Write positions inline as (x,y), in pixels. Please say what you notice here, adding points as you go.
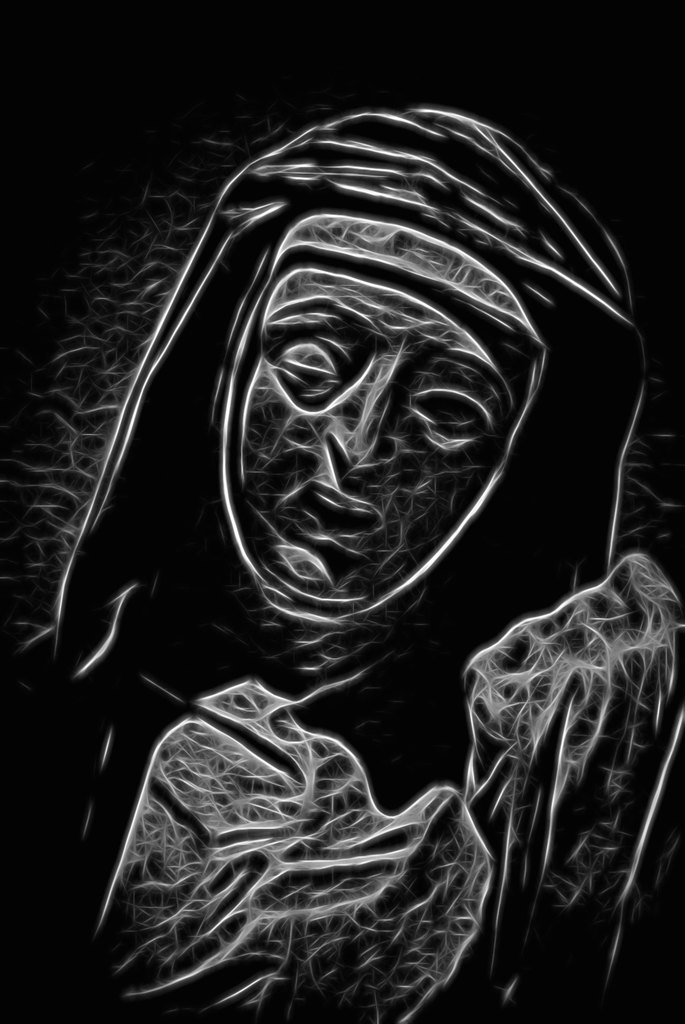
In this image, we can see a painting (674,695) of a person (237,417). In the background (14,379), we can see black color.
